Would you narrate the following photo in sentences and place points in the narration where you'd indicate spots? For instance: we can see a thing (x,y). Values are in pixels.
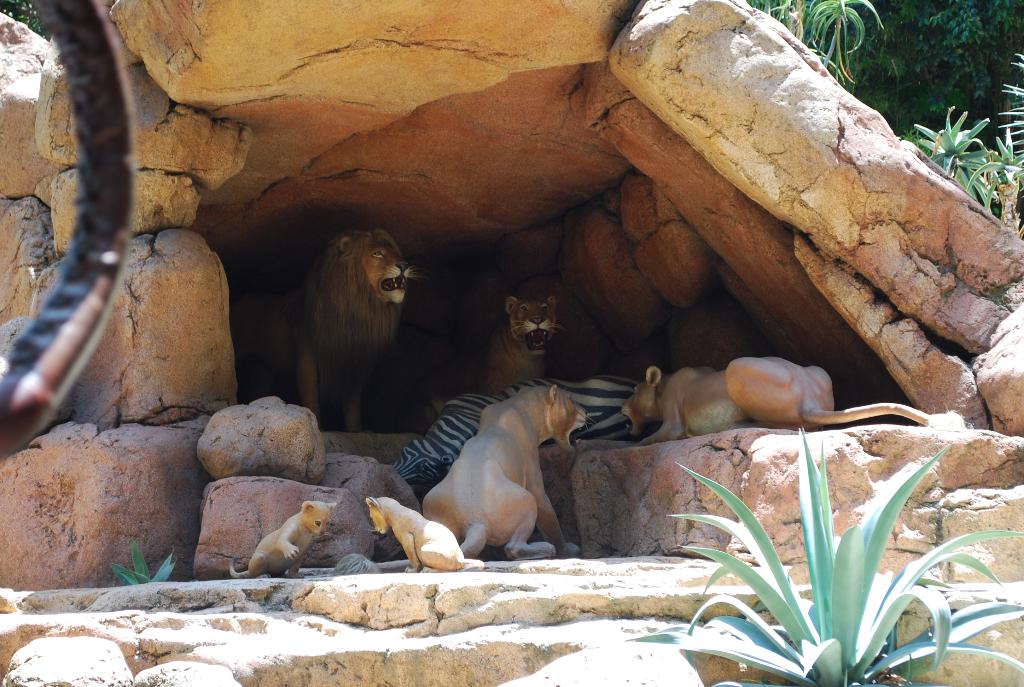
In this image there is a cave (797,205), in that cave (980,354) there are sculptures (664,430) of lions (458,478) and a zebra (447,434), in the background (955,78) there are trees (930,113) and plants (841,601).
